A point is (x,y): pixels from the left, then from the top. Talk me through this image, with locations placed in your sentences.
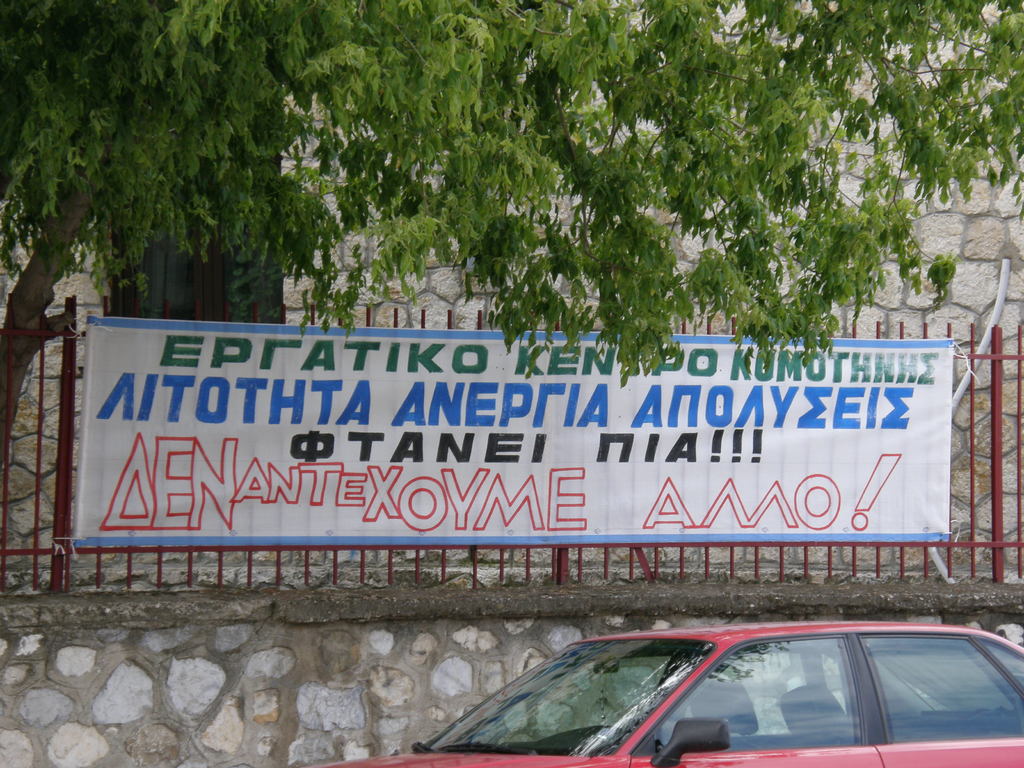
In this image I can see a vehicle (559,711). I can see a board (325,417) on the railing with some text (758,395) written on it. In the background (588,282), I can see the tree (436,118) and the wall (928,220).
